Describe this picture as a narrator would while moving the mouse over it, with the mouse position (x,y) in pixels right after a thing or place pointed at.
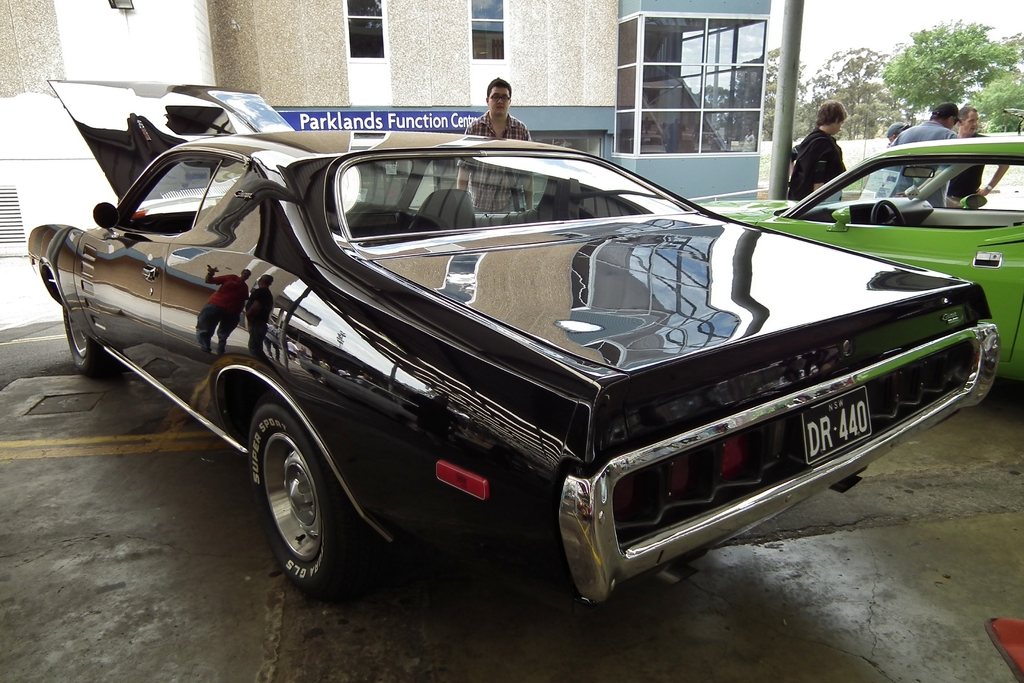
In this image I can see a car (423,292) which is black in color is on the ground (100,499). On the car (171,348) I can see the reflection (231,280) of two persons (244,286). In the background (431,22) I can see a building (332,60), few persons (966,128) standing, a green colored car (1013,292), few trees (800,109) and the sky (891,37).
